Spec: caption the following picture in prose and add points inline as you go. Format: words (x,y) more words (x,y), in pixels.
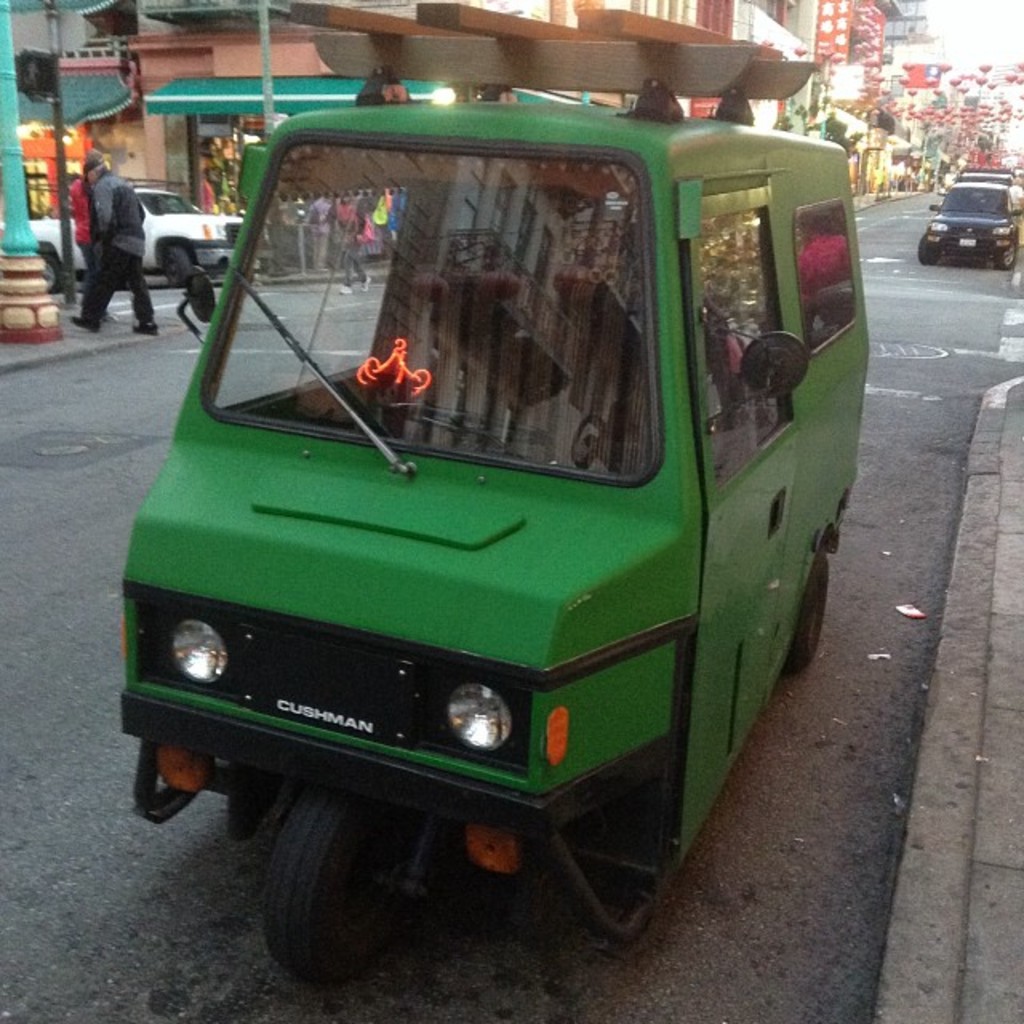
In the center of the image (533,504) there is a green color vehicle (606,639) parked on the road (779,905). In the background (734,8) there are many buildings (801,110), poles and also vehicles (946,206). Few people (127,233) are also visible.
